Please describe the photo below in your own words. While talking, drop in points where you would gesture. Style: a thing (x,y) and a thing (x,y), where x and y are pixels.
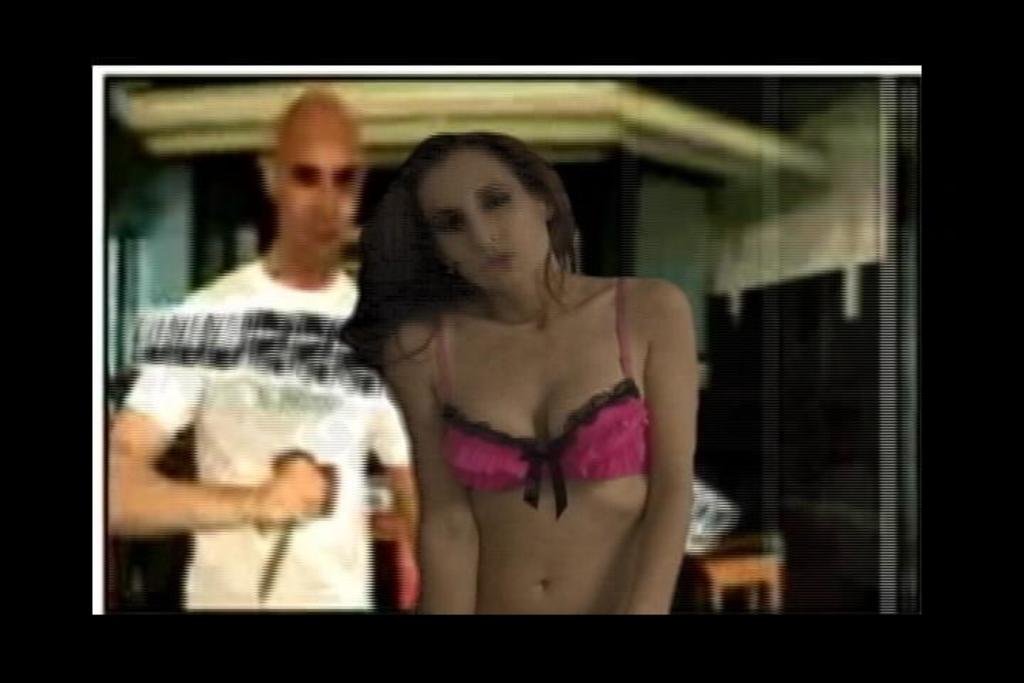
In the center of the image (395,402) there is a man (295,476) and woman (540,496). In the background (118,268) there is a wall (112,255).
